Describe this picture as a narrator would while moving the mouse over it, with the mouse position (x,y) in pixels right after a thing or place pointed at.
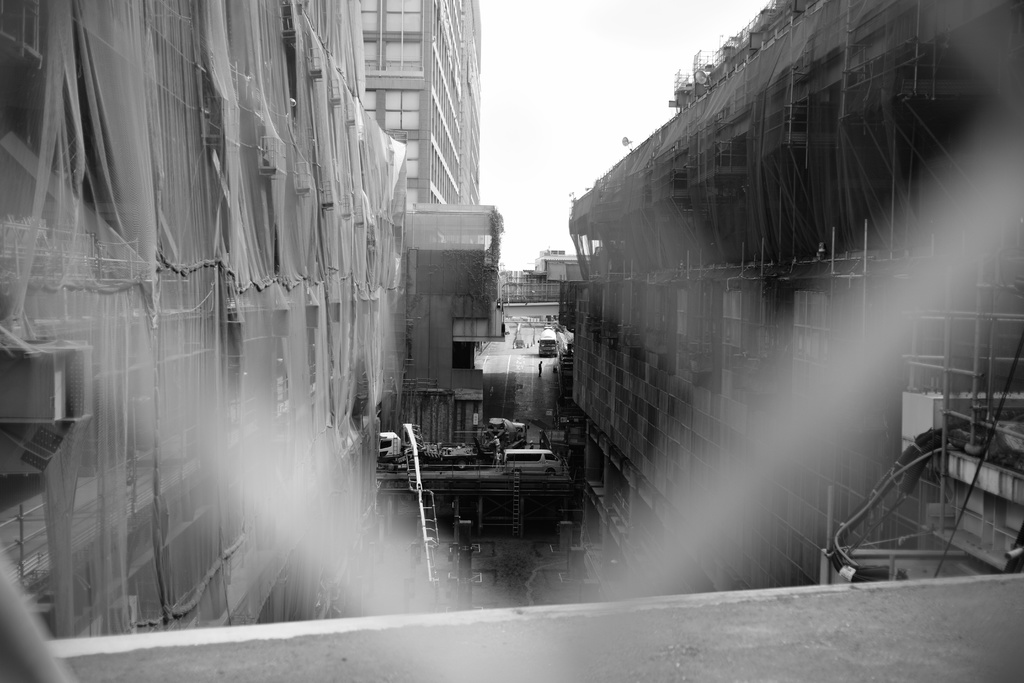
In this image we can see few buildings (731,299). In the foreground (350,400) we can see nets (136,365) on the buildings (254,391). In the background (481,439), we can see vehicles (520,456). At the top (551,35) we can see the sky (518,96).
